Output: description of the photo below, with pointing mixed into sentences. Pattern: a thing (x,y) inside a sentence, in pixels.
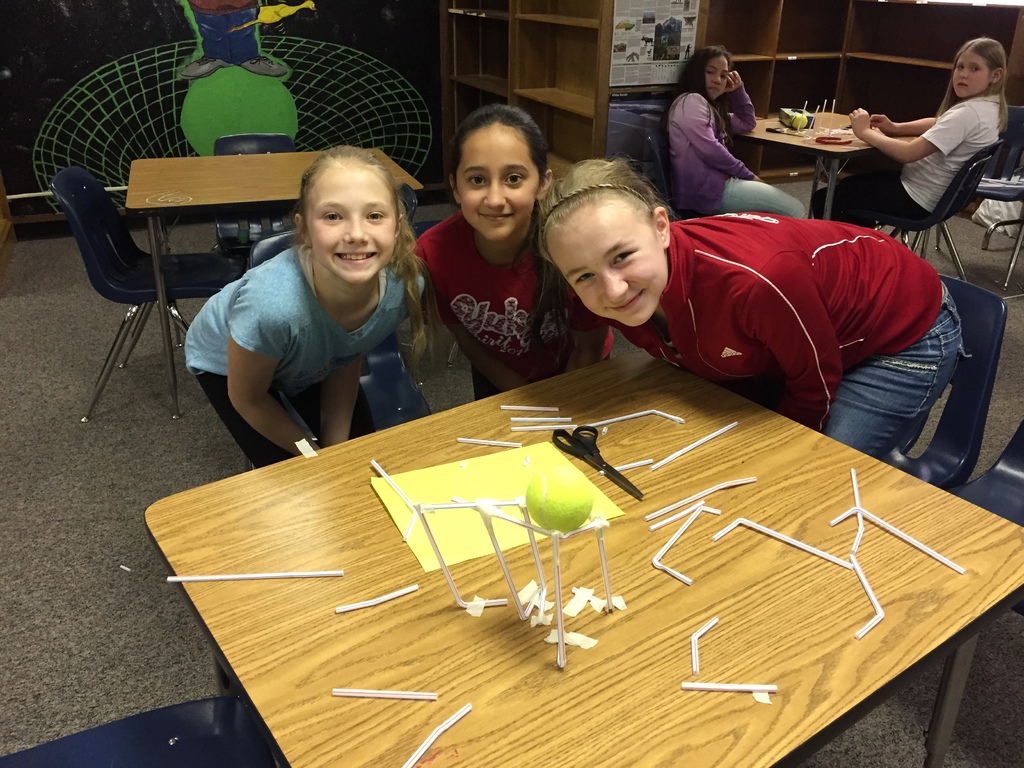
In this image i can see 3 girls (471,211) standing and 2 girls (670,148) sitting on chairs (657,163). In the background (755,148) i can see a wall (355,86), a wooden shelf (771,154), few empty chairs (116,259) and a table (218,161).
